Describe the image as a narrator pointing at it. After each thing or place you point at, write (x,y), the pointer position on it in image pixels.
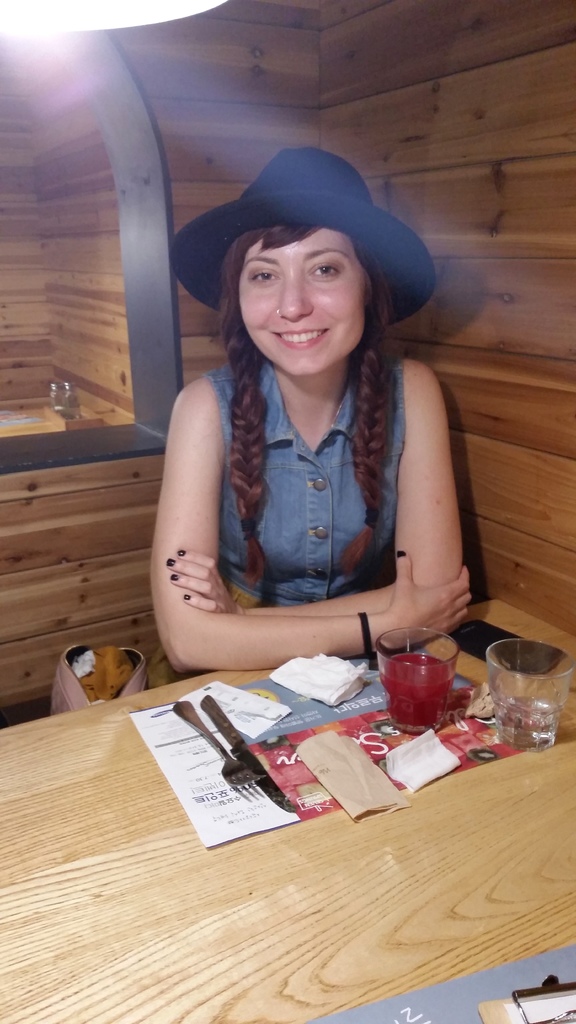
In this picture there is a woman (313,576) sitting beside a table (175,832) and a wall (482,535). She is wearing a denim jacket (349,466) and the blue hat (250,230). On the table (301,907) there are glasses (440,707), fork (212,740), knife (240,744) and some tissues (398,764). To the right bottom (567,1010) there is a pad (554,1018). In the background (294,56) there is a wall (74,192).
